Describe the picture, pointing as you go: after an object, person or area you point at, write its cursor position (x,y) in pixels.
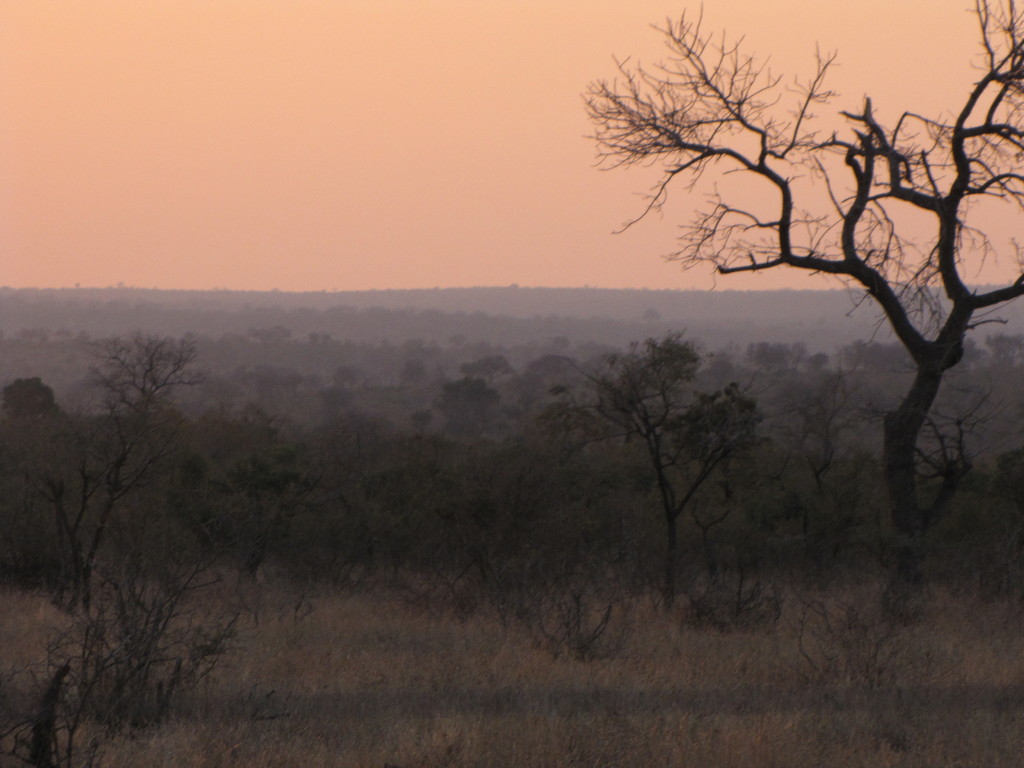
In the center of the image (391,417) there are trees (636,416). In the background (423,304) there are hills (623,302) and sky (646,284). At the bottom (653,704) there is grass (678,709).
